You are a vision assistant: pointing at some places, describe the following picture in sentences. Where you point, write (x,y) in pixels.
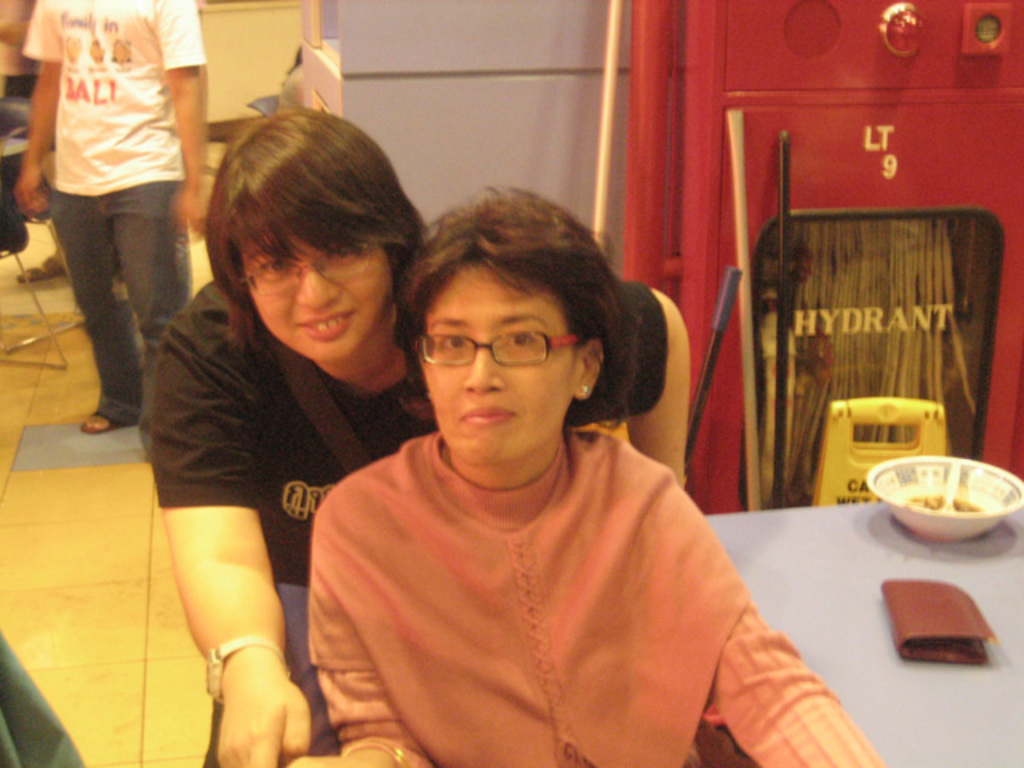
In this image we can see some people (438,320) on the floor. On the right side (740,104) we can see some sticks (780,198), a fire hydrant box (759,269) and a table (900,562) containing a bowl (934,518) with a spoon (953,500) and a purse (922,595) on it. On the backside (213,104) we can see a person (184,19) standing, a chair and a wall (388,39).
